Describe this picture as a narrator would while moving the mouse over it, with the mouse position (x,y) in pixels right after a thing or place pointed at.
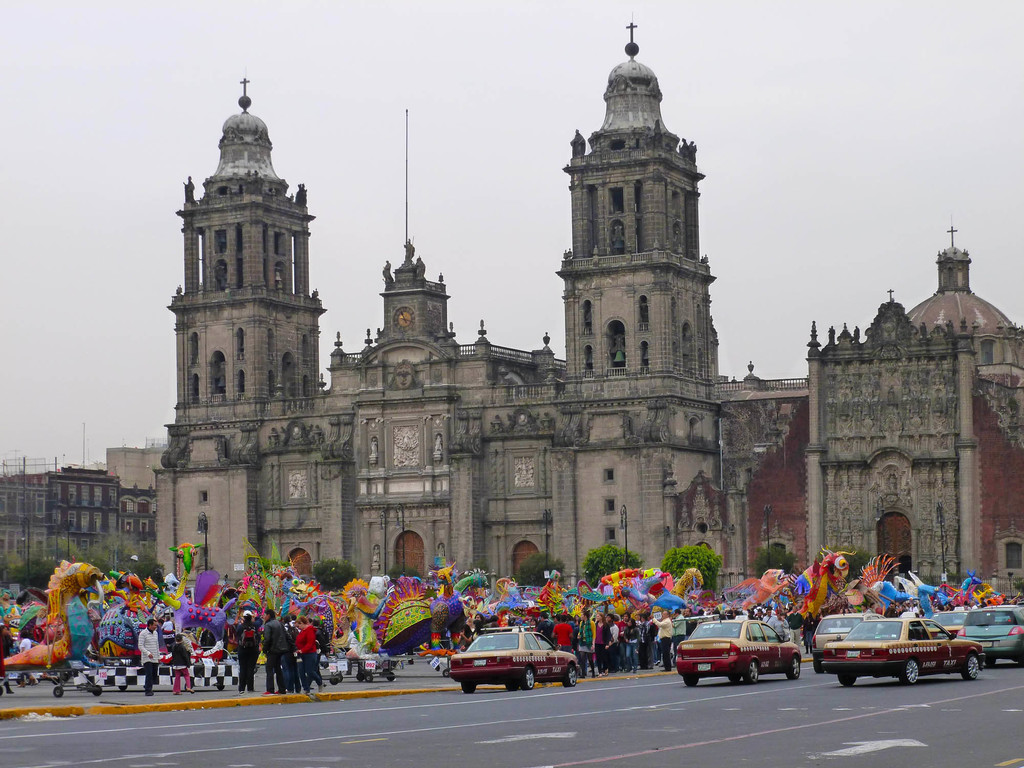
In this picture we can see some cars (910,655) on the road (576,689), on the left side (180,649) there are some people (280,640) standing, we can see buildings (383,468) and trees (110,544) in the background (412,519), it looks like carnival (410,583) in the middle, there is the sky (426,111) at the top of the picture (442,83).
